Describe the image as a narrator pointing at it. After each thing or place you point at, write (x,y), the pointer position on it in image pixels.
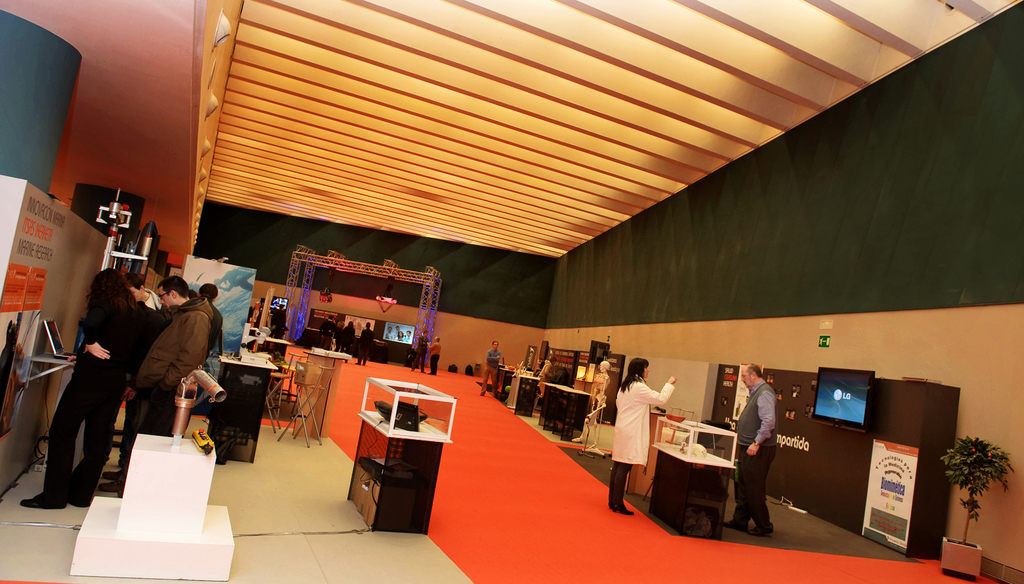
In this image I can see number of people (84,395) are standing. I can also see a laptop (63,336) and television (855,415) on this wall (901,416). I can see a plant (958,478) and a board (906,460).
